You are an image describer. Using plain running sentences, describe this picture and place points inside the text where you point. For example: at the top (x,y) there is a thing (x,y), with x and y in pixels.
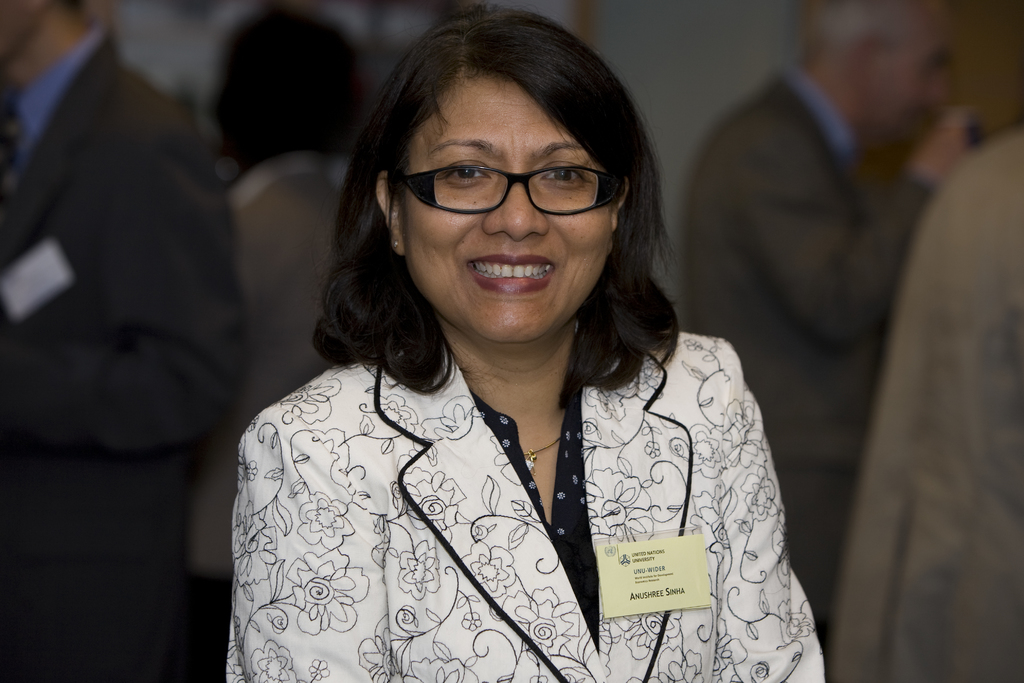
In the center of the image (389,380) we can see a lady (446,321) and wearing coat (539,551), spectacles (534,188) and smiling. In the background of the image (713,58) we can see the wall (672,84) and some persons (8,309) are standing.
